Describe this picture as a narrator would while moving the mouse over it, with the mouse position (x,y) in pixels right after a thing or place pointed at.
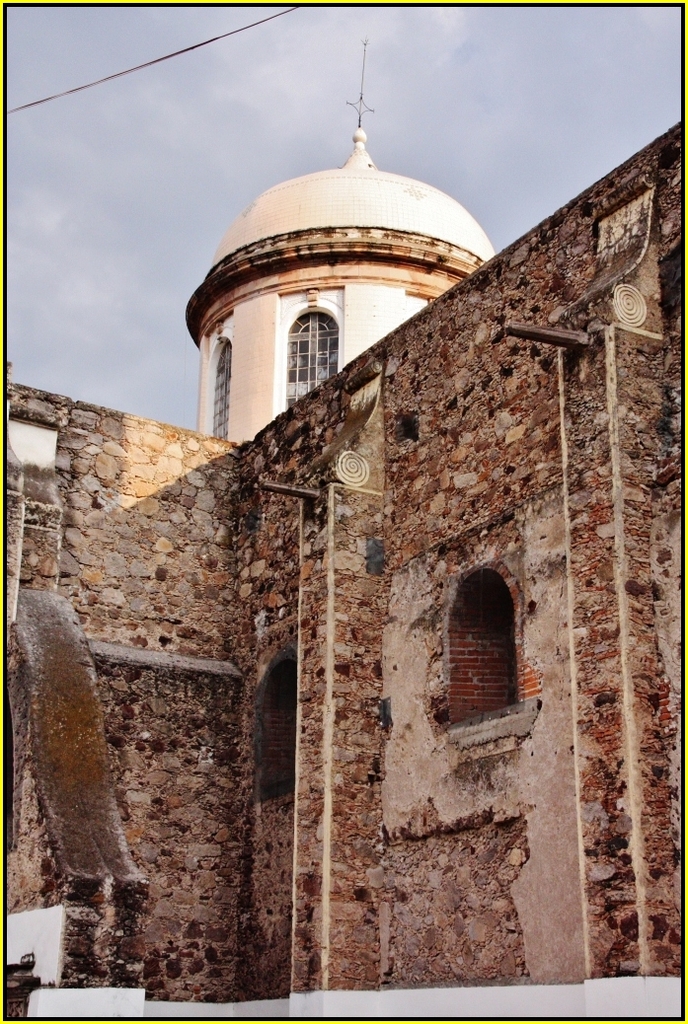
In this image I can see a building (338,278), windows (316,332) and brick wall (536,568). The sky (162,207) is in blue and white color.
